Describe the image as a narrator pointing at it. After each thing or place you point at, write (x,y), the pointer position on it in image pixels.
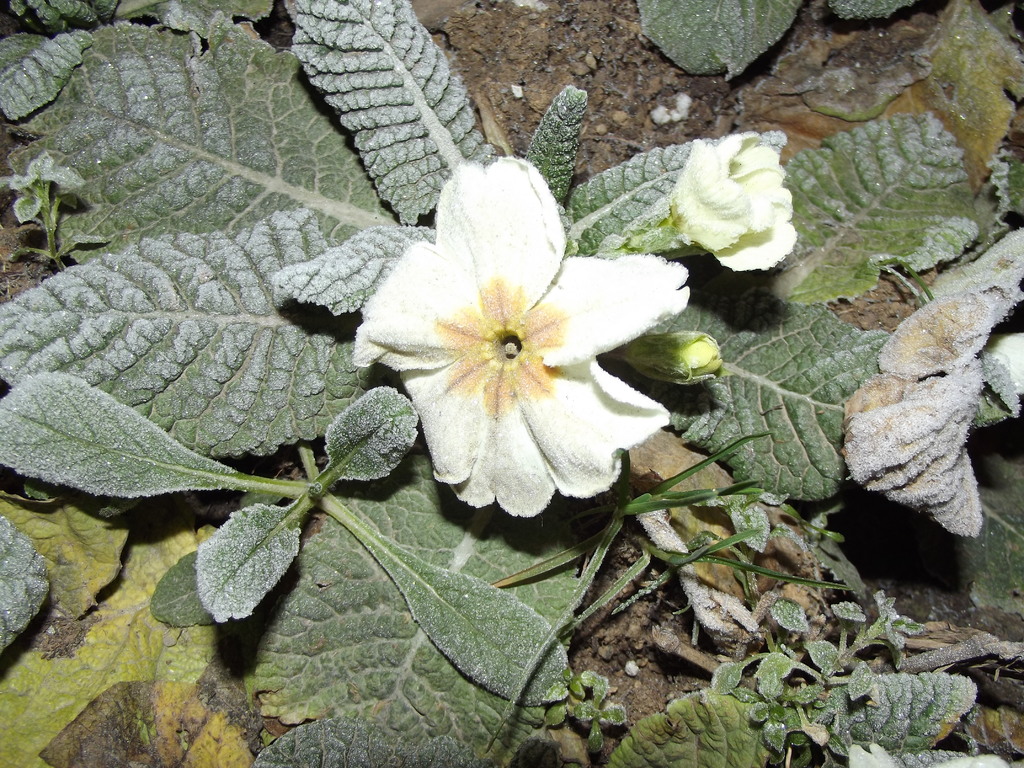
In this image I can see few flowers (559,344) which are cream, yellow and orange in color to the plants (312,282) which are green in color. In the background (616,60) I can see the ground (604,49).
